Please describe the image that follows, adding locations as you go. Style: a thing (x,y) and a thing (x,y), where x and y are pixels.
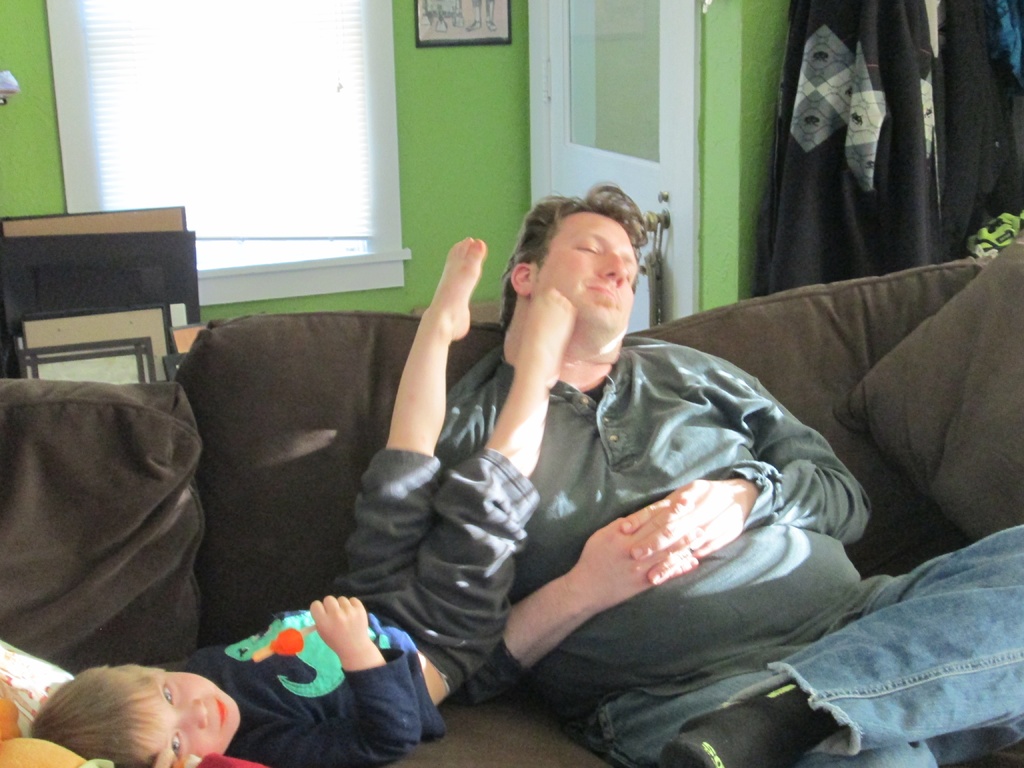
In this picture I can see a man (806,673) sitting and a boy (340,627) lying on the sofa (227,514) and I can see blinds (186,110) to the window (178,106) and a photo frame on the wall (498,86). I can see a door (624,113) and few clothes (900,117) on the right side (905,143).
